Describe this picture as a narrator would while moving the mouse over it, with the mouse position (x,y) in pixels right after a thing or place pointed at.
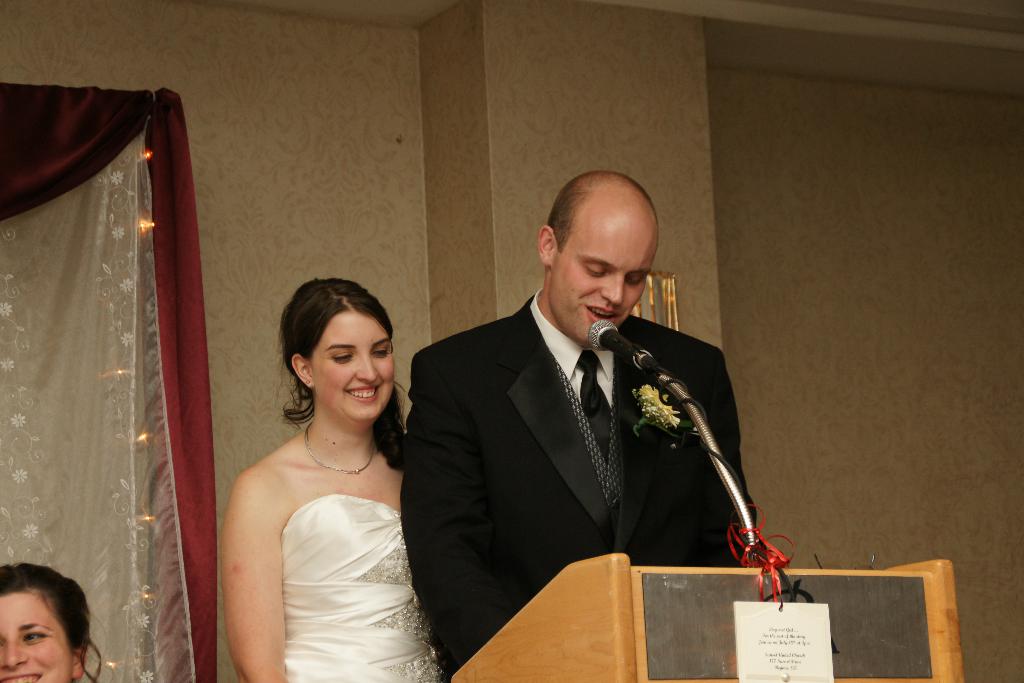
In this image we can see some persons (460,580), microphone (642,355) and other objects (671,603). In the background of the image (540,107) there is a wall (578,131), curtains (21,463) and lights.
